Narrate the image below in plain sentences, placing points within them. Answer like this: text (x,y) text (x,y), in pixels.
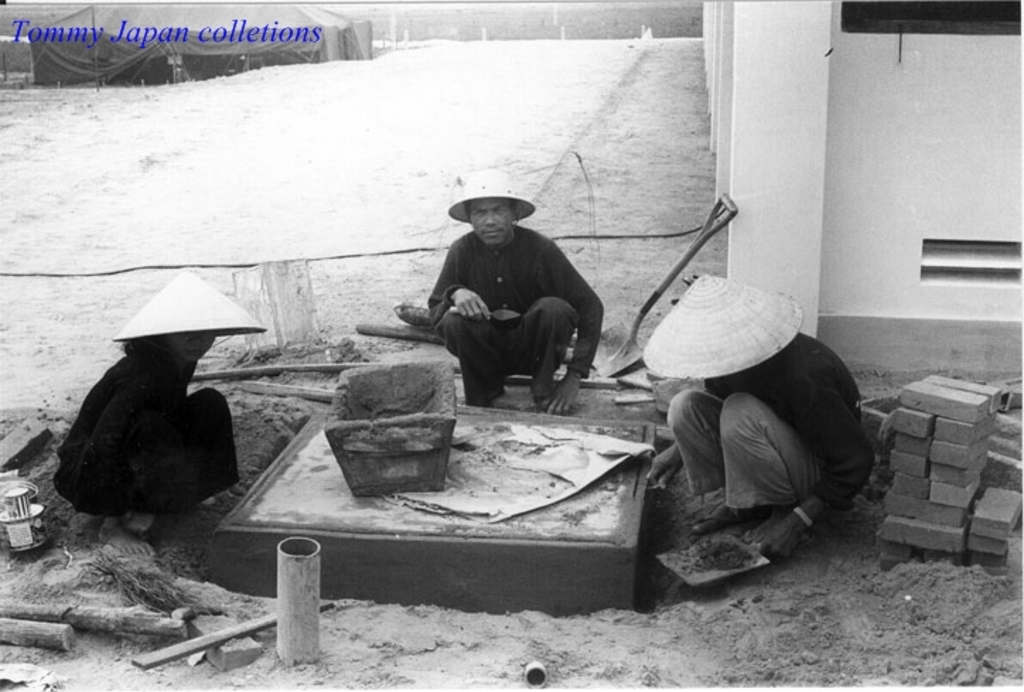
This is black and white image. In this image we can see there are people (516,335). There is a tent (340,55) and a wall (975,181). In the top left corner (124,23) there is a watermark (132,41).
